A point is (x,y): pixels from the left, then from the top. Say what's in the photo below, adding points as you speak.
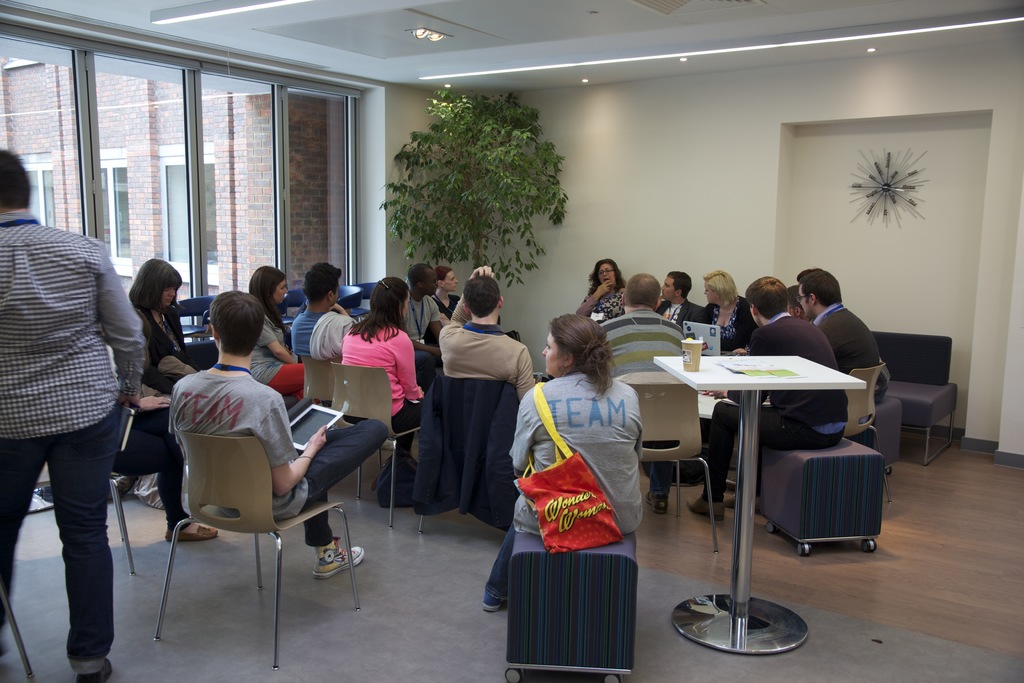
In this image we can see many people (569,374) are sitting on the chairs (824,463). This is the tree (480,172), cup (694,368) on the table (707,368), glass windows (319,227) and building (237,141).
